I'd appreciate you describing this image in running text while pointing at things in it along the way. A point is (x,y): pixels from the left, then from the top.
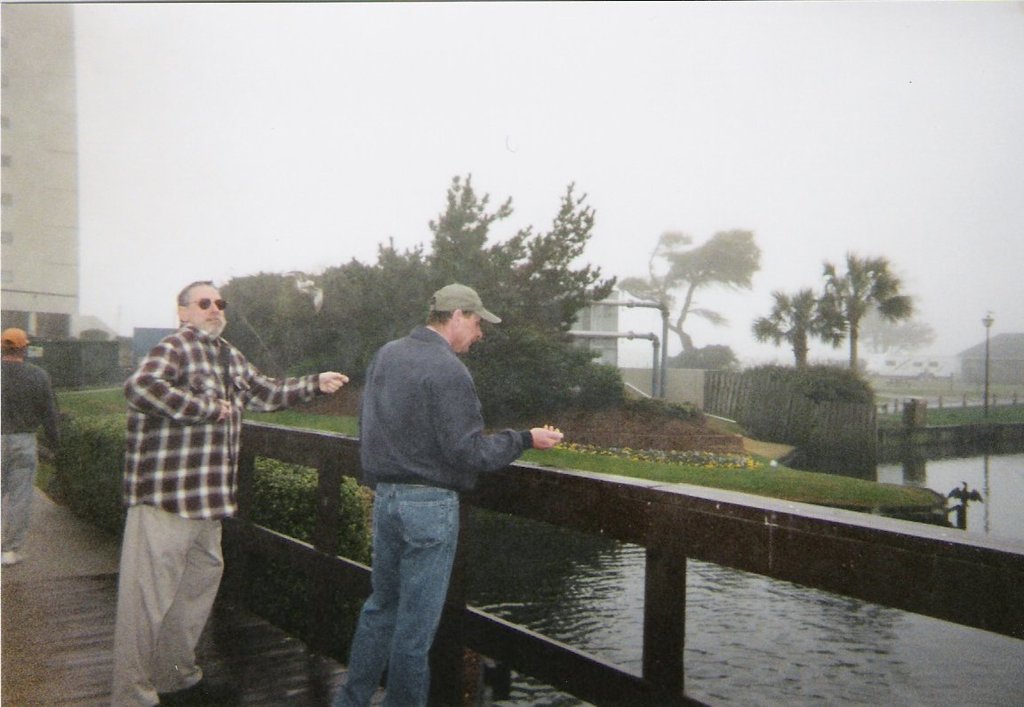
This image is taken outdoors. At the top of the image (371,104) there is a sky (874,159). At the bottom of the image (121,657) there is a bridge (38,637) and three men (435,538) are standing on the bridge (230,523). On the left side of the image (35,135) there is a building (74,300). In the background (490,423) there are a few trees (540,374) and plants (706,363) and there is a pole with a street light (986,345). On the right side of the image (776,609) there is a river (551,585) with water (856,697).
